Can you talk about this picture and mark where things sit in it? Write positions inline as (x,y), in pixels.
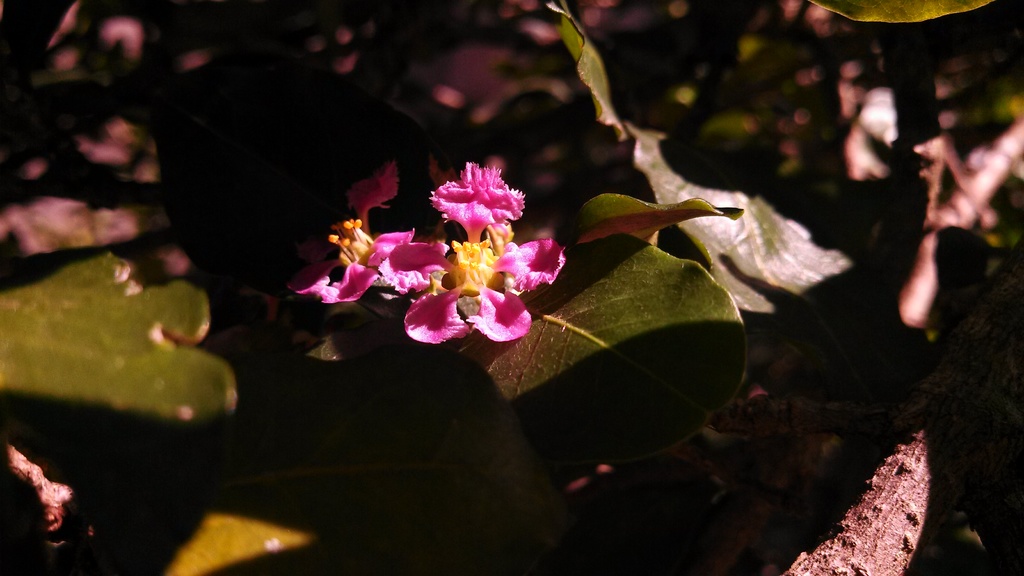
In this image there is a plant (392,276) with pink color flowers (348,265), and there is blur background (251,29).
